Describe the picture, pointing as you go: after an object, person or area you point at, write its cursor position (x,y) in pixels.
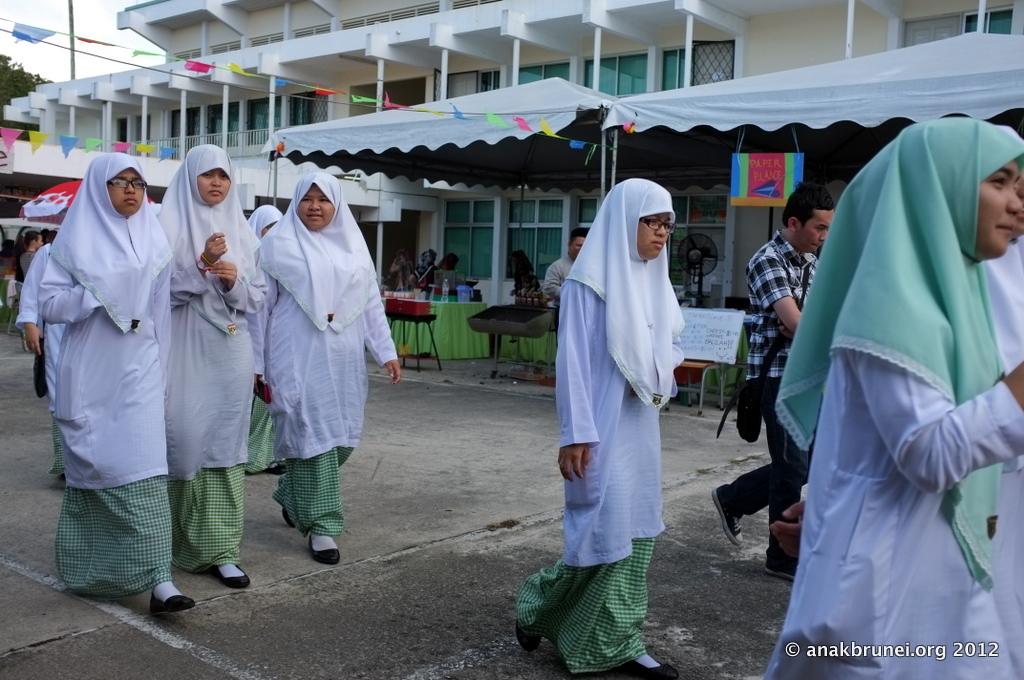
This image is taken outdoors. At the bottom of the image (214,644) there is a floor (402,537). In this image a few people (183,535) are walking on the floor (489,455). In the background (295,102) there is a building (416,92) with walls (760,42), windows (323,99), railings (381,14), pillars (498,265) and doors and there are a few stalls (497,176) with tables (425,344) and chairs (704,370). There are many things (710,352) in the stalls (447,305). On the left side of the image (21,125) there is a tree (16,87).
